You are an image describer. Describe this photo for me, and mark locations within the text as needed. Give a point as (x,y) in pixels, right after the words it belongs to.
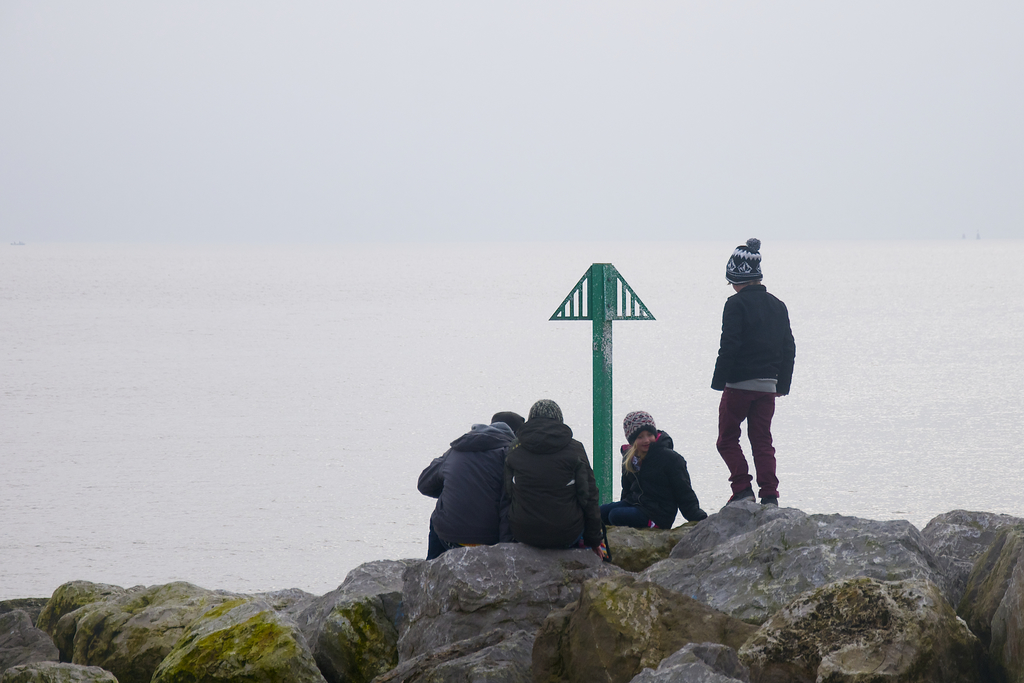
In this image there are three persons (580,513) sitting on the rocks (656,556) and there is also one person (749,323) standing. Image also consists of green color pole (598,301). In the background (295,360) there is river (302,360).
